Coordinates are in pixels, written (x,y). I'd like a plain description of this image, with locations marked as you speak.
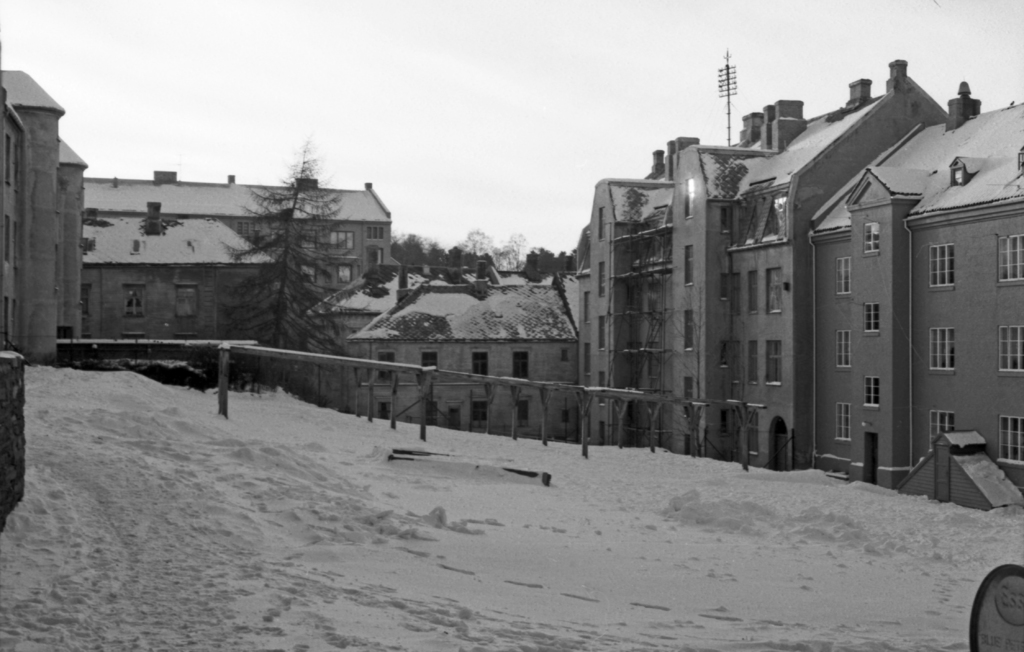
In this image in the background (874,326) there are buildings (409,298), trees (465,249) and in the center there is snow (455,555) on the ground (419,527).
